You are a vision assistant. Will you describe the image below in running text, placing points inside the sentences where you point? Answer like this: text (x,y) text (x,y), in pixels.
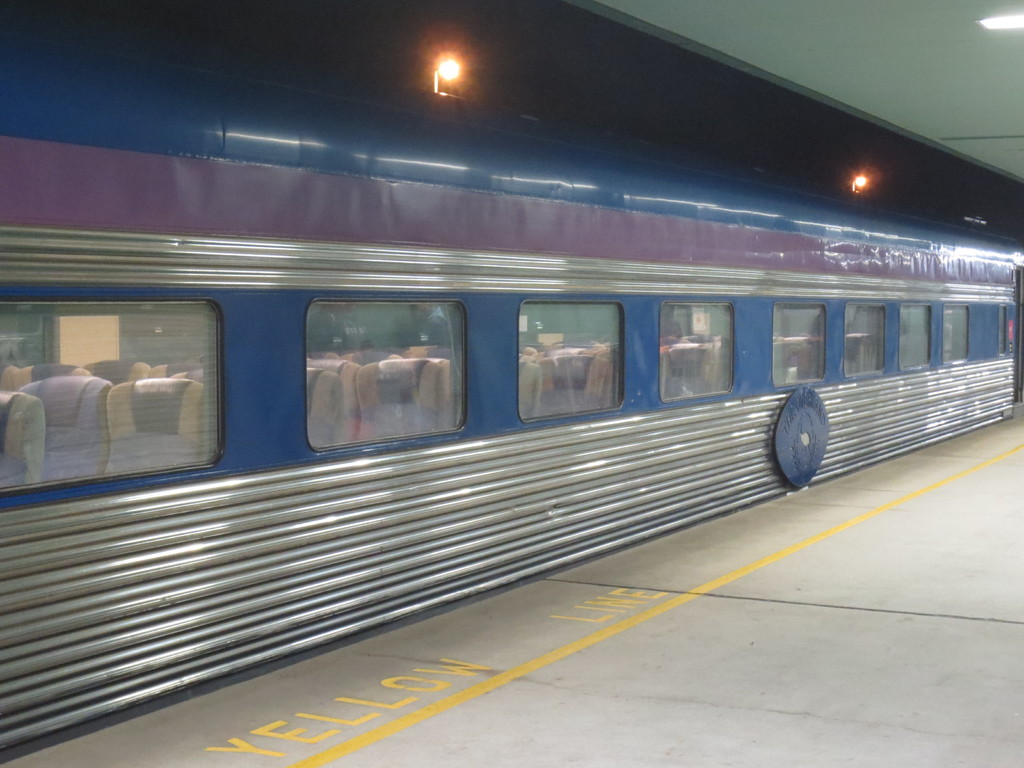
This picture shows a train (801,487) and we see chairs (178,401) from the glass (681,375) and we see couple of lights (452,80) and a platform (546,587).
